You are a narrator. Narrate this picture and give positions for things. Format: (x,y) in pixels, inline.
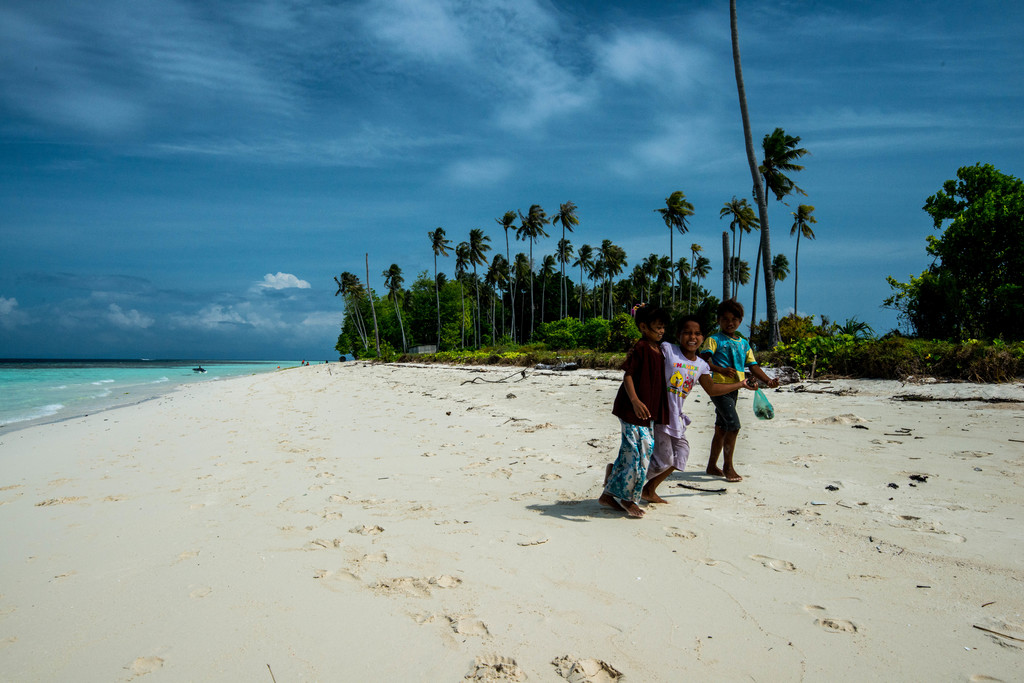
In this picture, we see three children (731,474) are walking on the sand (586,427). The girl (677,431) in violet dress (685,423) is holding something in her hand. At the bottom of the picture (477,542), we see the sand (456,566). On the left side (49,410), we see a water body (158,371). On the right side (1003,307), there are trees (461,298). At the top of the picture (590,140), we see the sky (586,128), which is blue in color. This picture might be clicked at the beach (356,578).
